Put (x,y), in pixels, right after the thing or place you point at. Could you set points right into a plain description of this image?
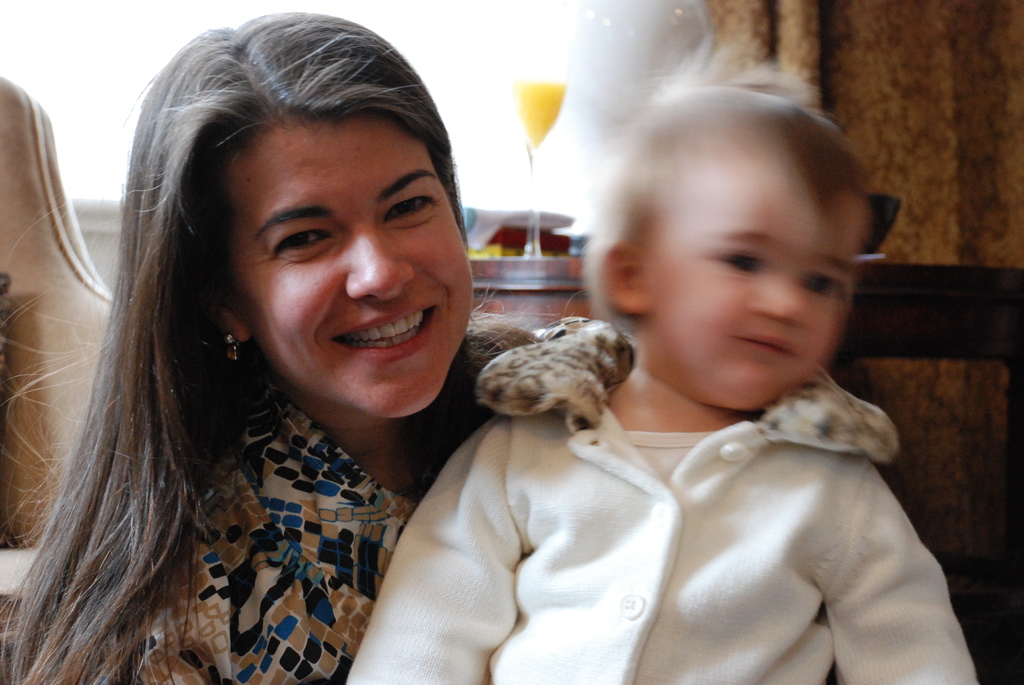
In this image I can see a woman (176,297) and a boy (583,387). I can see smile (431,310) on her face (445,346) and here I can see he is wearing white colour dress (600,518). In the background (537,136) I can see a glass (532,93) and in it I can see yellow colour thing (542,108).
